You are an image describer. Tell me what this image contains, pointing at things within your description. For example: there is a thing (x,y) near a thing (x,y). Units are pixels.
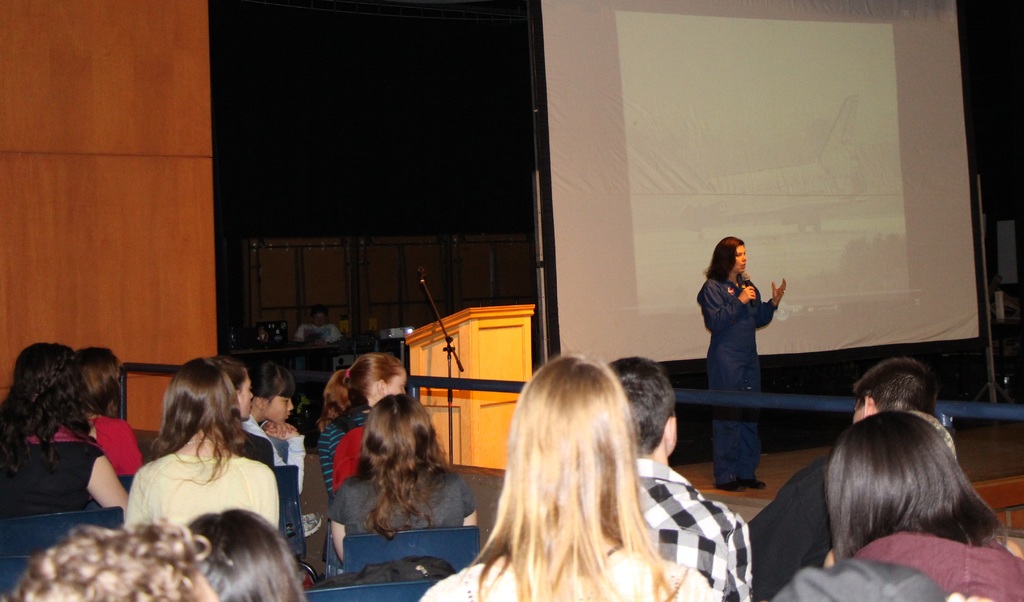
In this image in the front (287,458) there are group of persons (240,460) sitting. On the right side (732,334) there is a woman (742,346) standing and speaking, holding a mic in her hand (746,292). Behind the woman (737,280) there is a screen (725,154) which is white in colour and there is a podium (481,357), there is a mic stand (443,324) and in the background (323,330) there is a person (321,315).
